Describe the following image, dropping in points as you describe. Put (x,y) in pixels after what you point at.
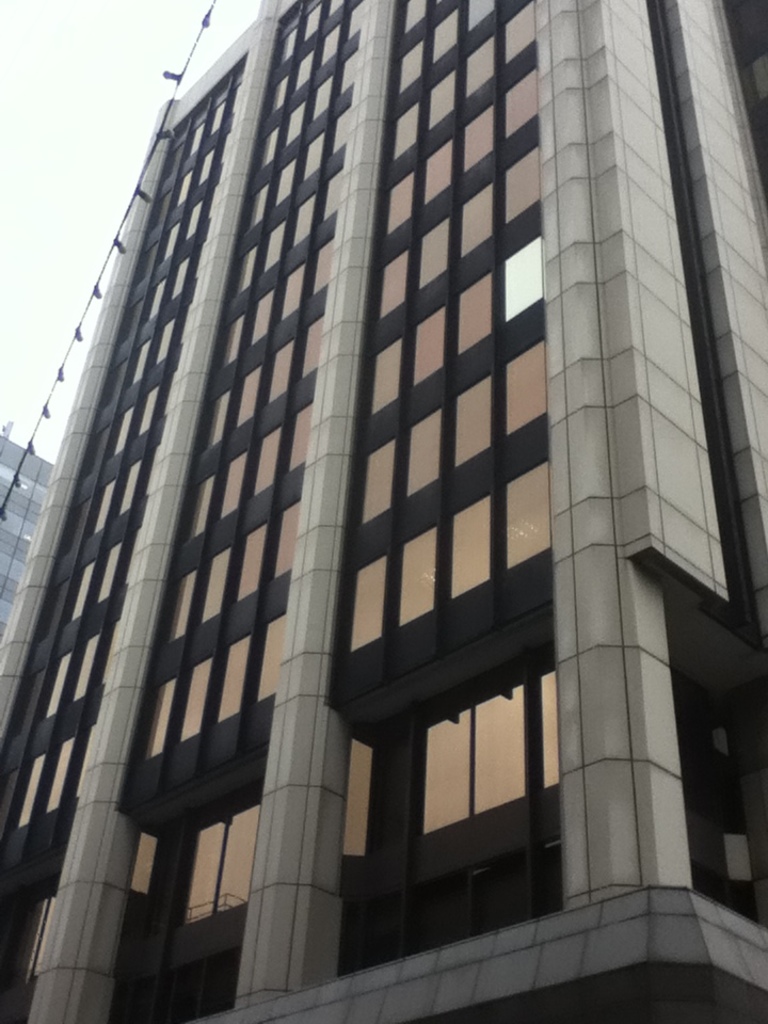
In this image, there are a few buildings (96,542). We can see a wire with some objects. We can also see the sky (67,190).
